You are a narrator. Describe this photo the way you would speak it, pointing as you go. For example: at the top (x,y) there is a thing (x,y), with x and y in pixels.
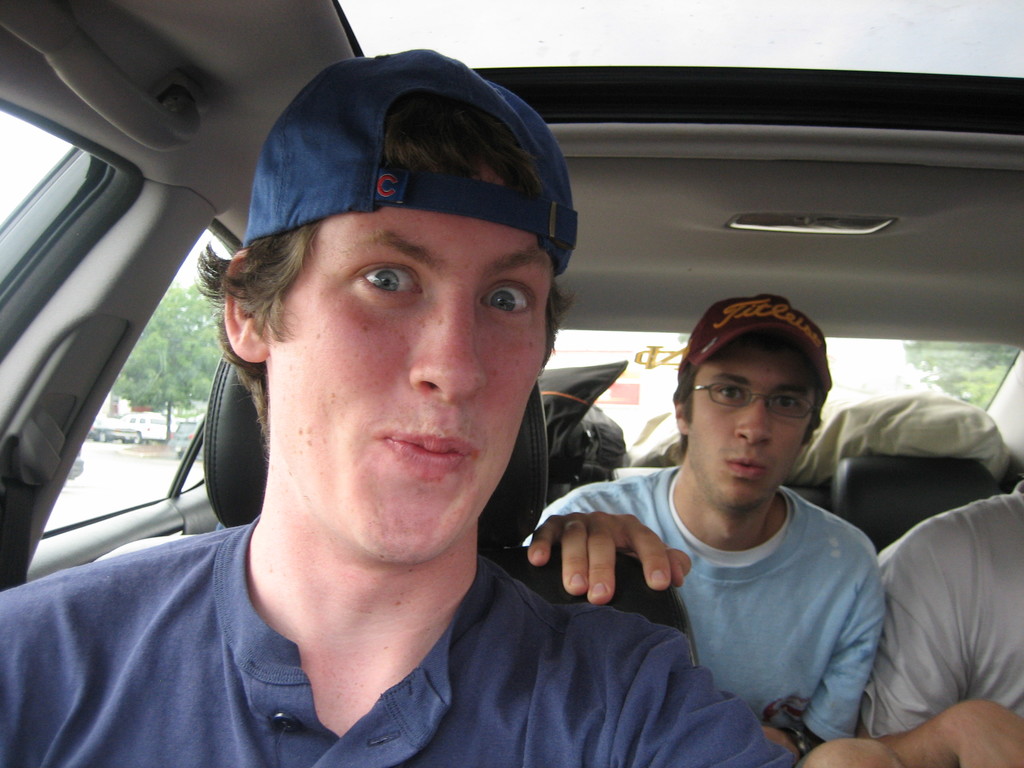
As we can see in the image, there are three people (367,447) sitting in car (728,253). The man (421,605) who is sitting in the front (444,287) is wearing blue color cap (366,153) and blue color t shirt (238,721) and the man (742,321) in the middle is wearing spectacles (791,411) and sky blue color shirt (779,613).
